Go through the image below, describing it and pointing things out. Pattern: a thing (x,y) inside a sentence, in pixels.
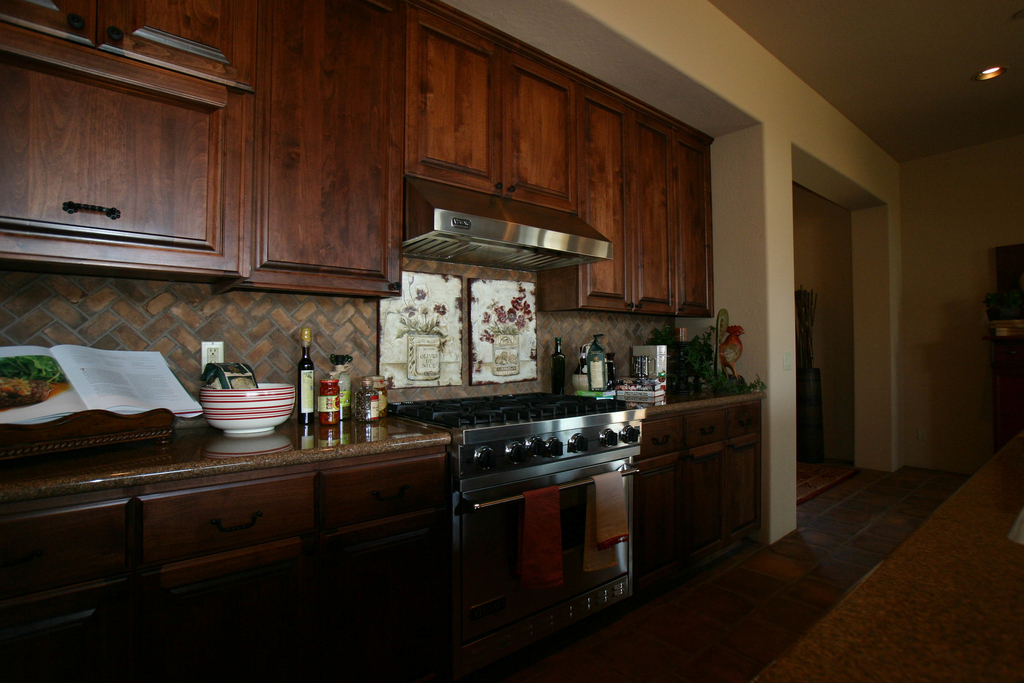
In this image there is a stove (476,472). Under the stove (488,463) there is an oven (560,597). There are towels (551,518) on the metal rod (522,497). There are cupboards (668,529) and drawers (288,522). There are bottles (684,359), flower pots (698,372) and a few other objects (661,368) on the platform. There are photo frames (414,328) on the wall (328,334). There is a chimney (504,260). There are flower pots (816,388). At the bottom of the image (812,587) there is a floor (816,586). On top of the image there is a light (977,72).
